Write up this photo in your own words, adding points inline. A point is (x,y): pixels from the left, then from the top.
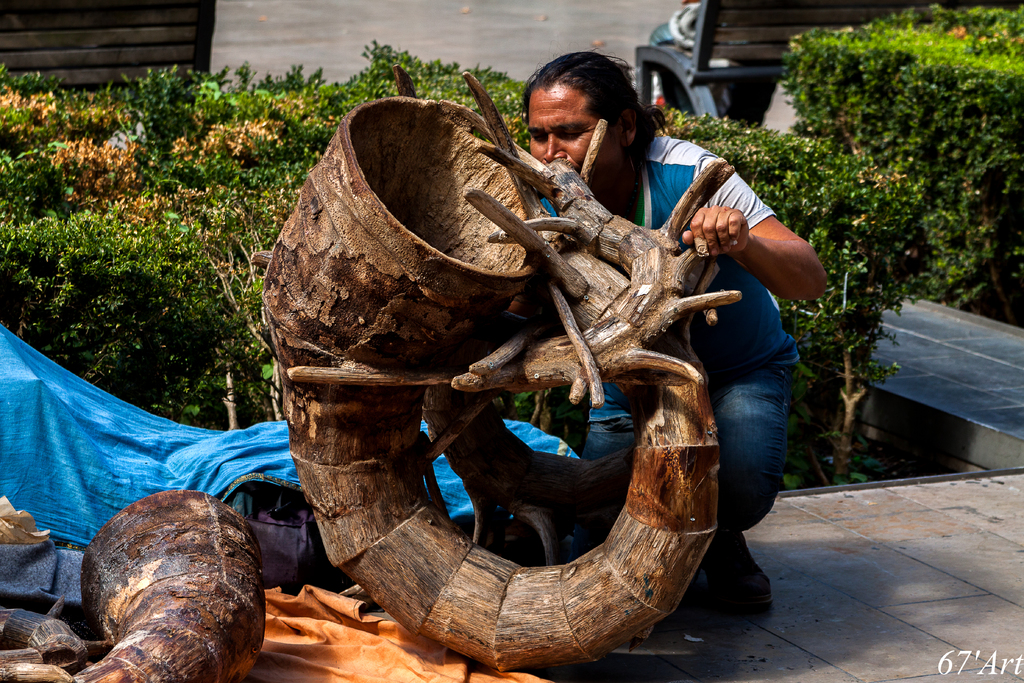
In this picture I can see brown color things (372,393) in front (407,406) and I can see a man (617,163) who is holding a thing (596,274). In the middle of this picture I can see the blue color cloth (214,454). In the background (81,164) I can see the bushes (764,176) and brown color things (185,69) on both the sides. I can see a watermark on the right bottom corner of this image (1020,675).
